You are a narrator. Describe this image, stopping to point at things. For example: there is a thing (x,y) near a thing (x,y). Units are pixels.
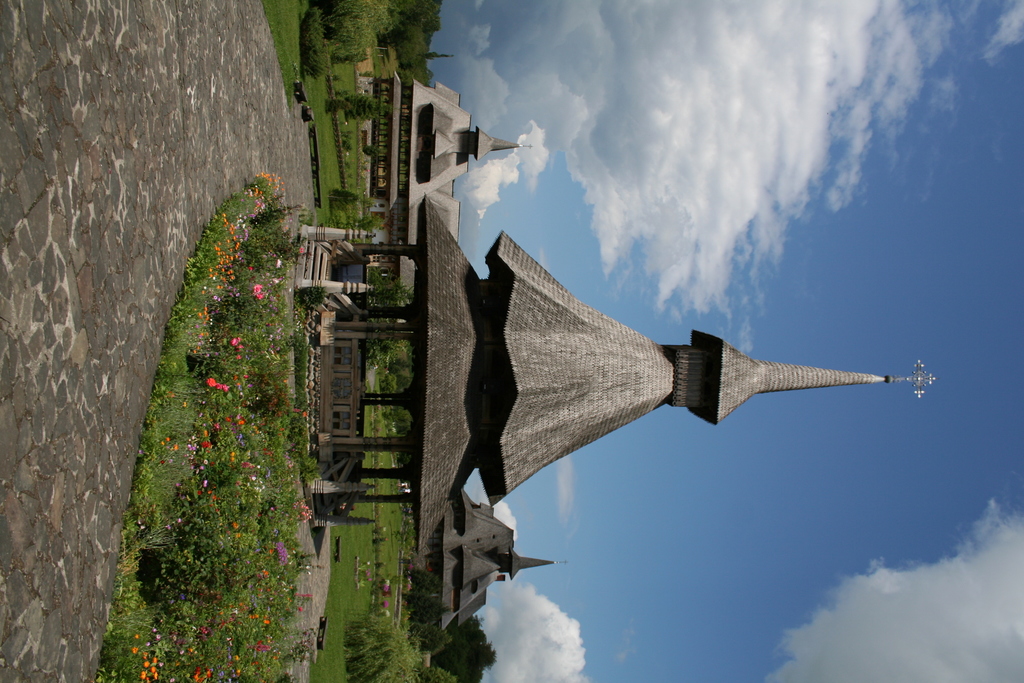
In the center of the image (565,321) we can see a building (583,353) with pillars (394,396), a staircase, roof (618,387) and a cross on it. We can also see some plants (284,544) with flowers (281,559). On the backside (370,584) we can see some buildings (483,583), grass (370,597), plants (386,609), trees (463,664) and the sky (682,498) which looks cloudy.
